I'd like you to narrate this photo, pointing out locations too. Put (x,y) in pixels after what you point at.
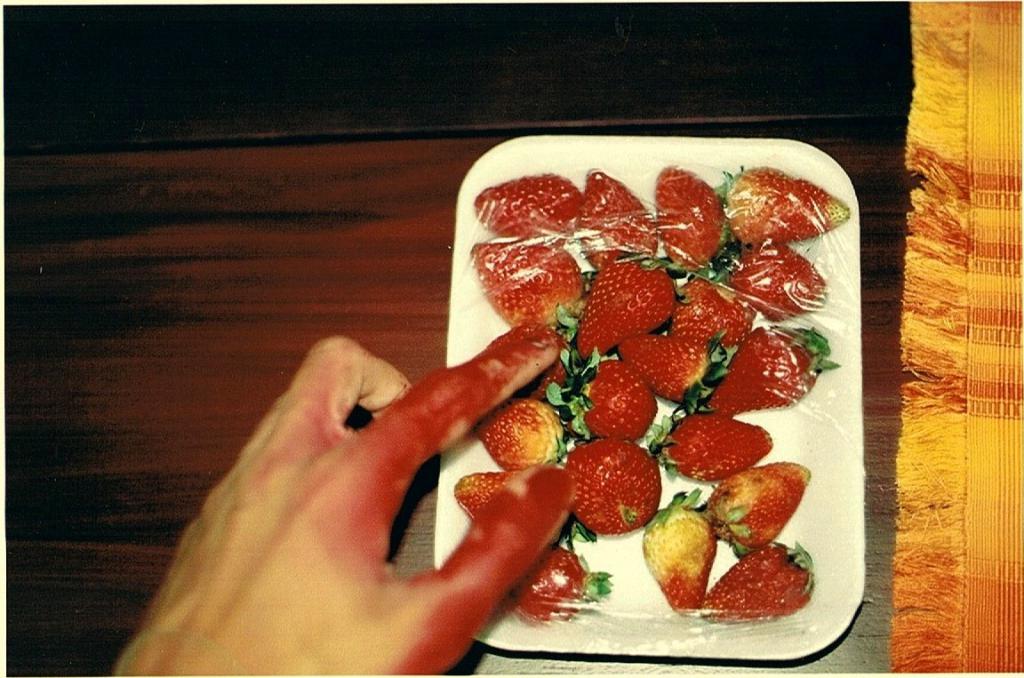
In the image I can see a tray (682,477) in which there are some strawberries (739,490) and also I can see a person hand (365,486).
